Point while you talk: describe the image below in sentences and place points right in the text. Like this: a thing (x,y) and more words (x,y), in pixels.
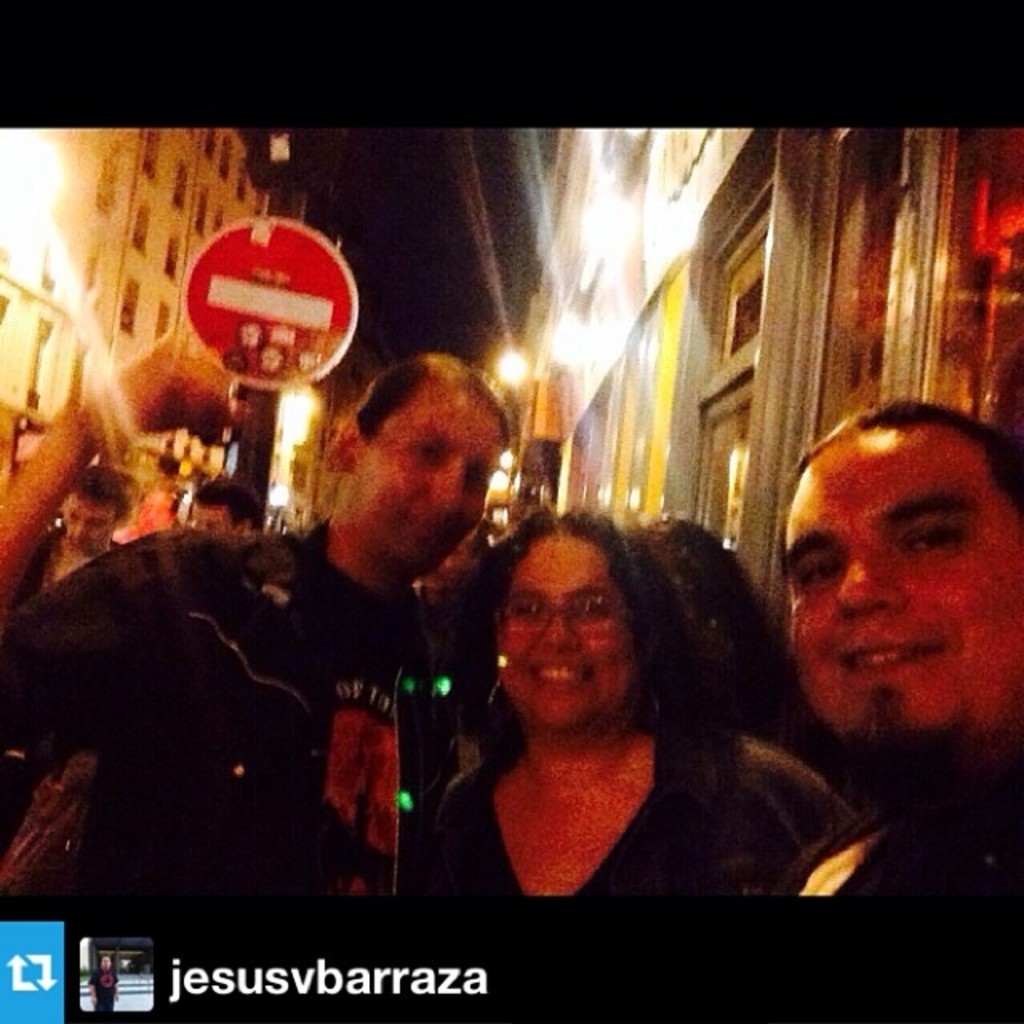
In the center of the image (458,492) some persons (612,588) are there. In the background of the image (676,502) we can board (292,357), pole (252,445), buildings (697,320), lights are there. At the top of the image (434,206) a sky (418,210) is there. At the bottom of the image (365,981) we can logo (52,978) and some text (417,968) are there.
